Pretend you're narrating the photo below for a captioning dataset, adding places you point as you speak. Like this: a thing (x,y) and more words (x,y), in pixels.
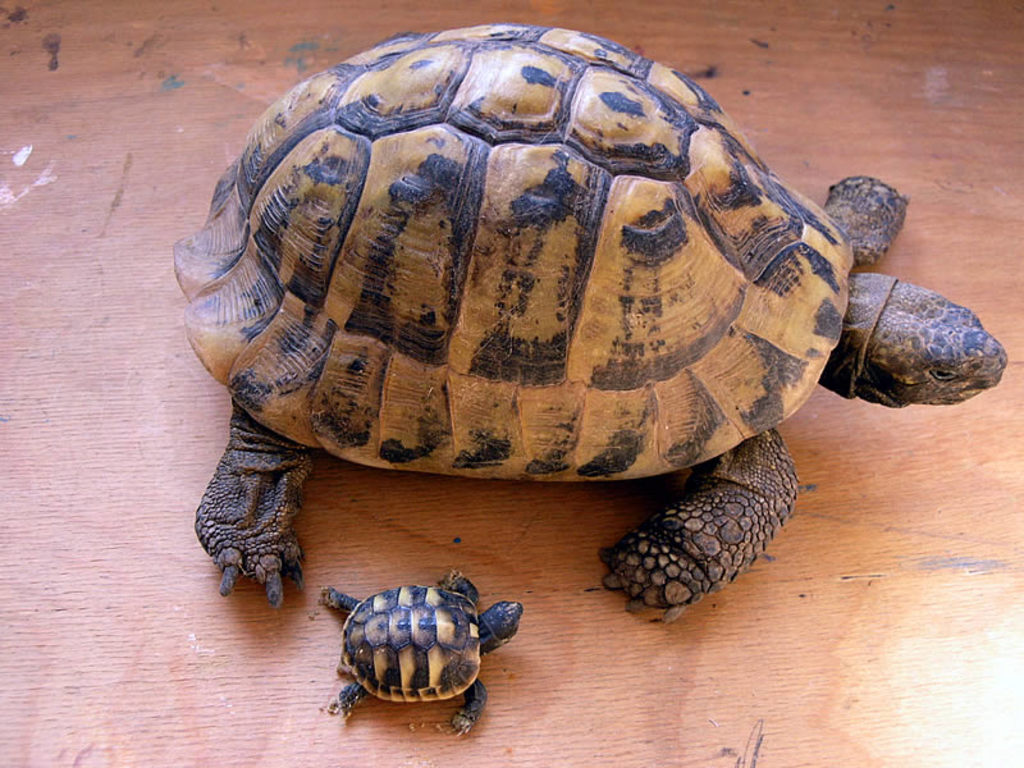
In this image I can see two turtles (491,460) which are in black and brown color. These are on the brown color surface (658,633).
